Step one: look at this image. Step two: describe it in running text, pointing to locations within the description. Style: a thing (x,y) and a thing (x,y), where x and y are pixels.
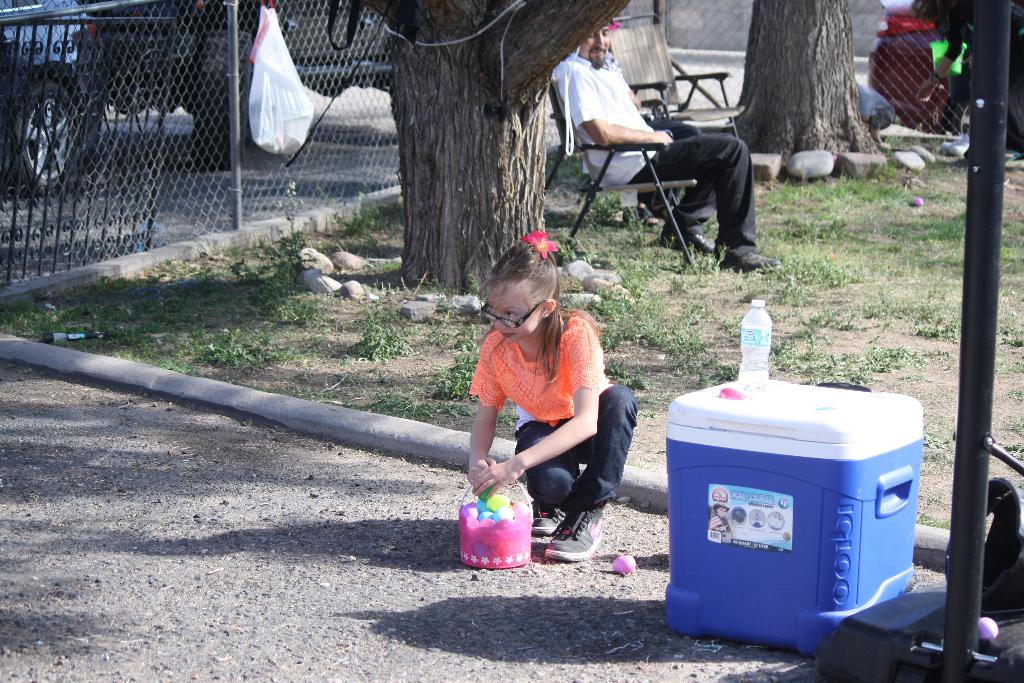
In this picture there is a girl (535,381) sitting on the road (380,515) in front of a basket (478,541). There is a box (762,503) beside her on which a water bottle (754,366) was placed. In the background (671,154) there is a man (604,101) sitting in the chair (587,145). Behind him there is a tree (476,158). We can observe a fence (147,106) in the left side (186,140) behind which some vehicle (149,68) is going.
